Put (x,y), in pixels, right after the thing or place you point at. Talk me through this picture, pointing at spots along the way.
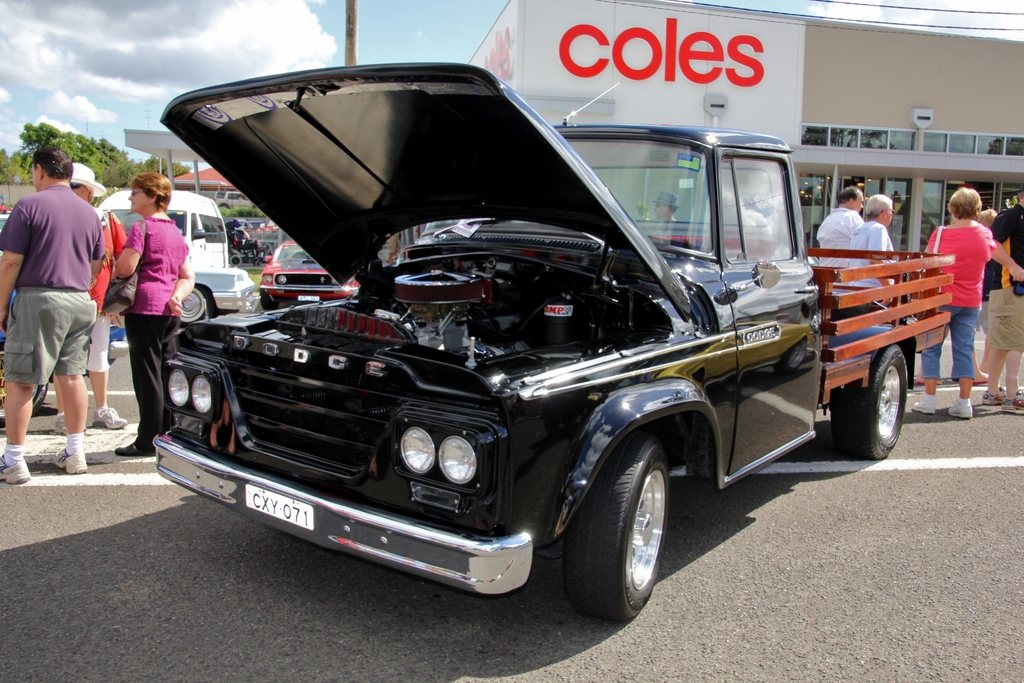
In front of the image there is a car (480,293), around the car (291,311) there are a few people (76,252) standing and there are other cars (226,232) parked, in the background of the image (561,82) there is a lamp post (354,56), buildings (730,106) and trees (144,169), at the top of the image (75,114) there are clouds (111,79) in the sky (70,83).
